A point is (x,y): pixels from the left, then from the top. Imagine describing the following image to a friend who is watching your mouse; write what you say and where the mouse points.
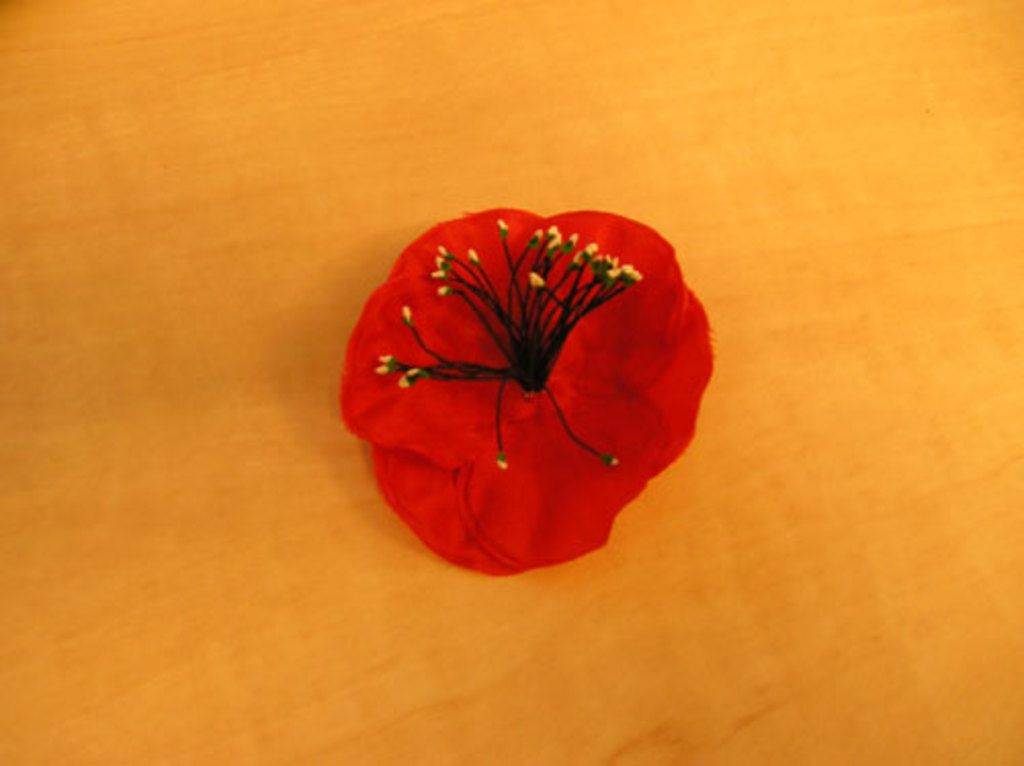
In this image, I can see a flower (486,369) with the pollen grains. This flower (474,426) looks red in color. I think this is a wooden board (792,187).
